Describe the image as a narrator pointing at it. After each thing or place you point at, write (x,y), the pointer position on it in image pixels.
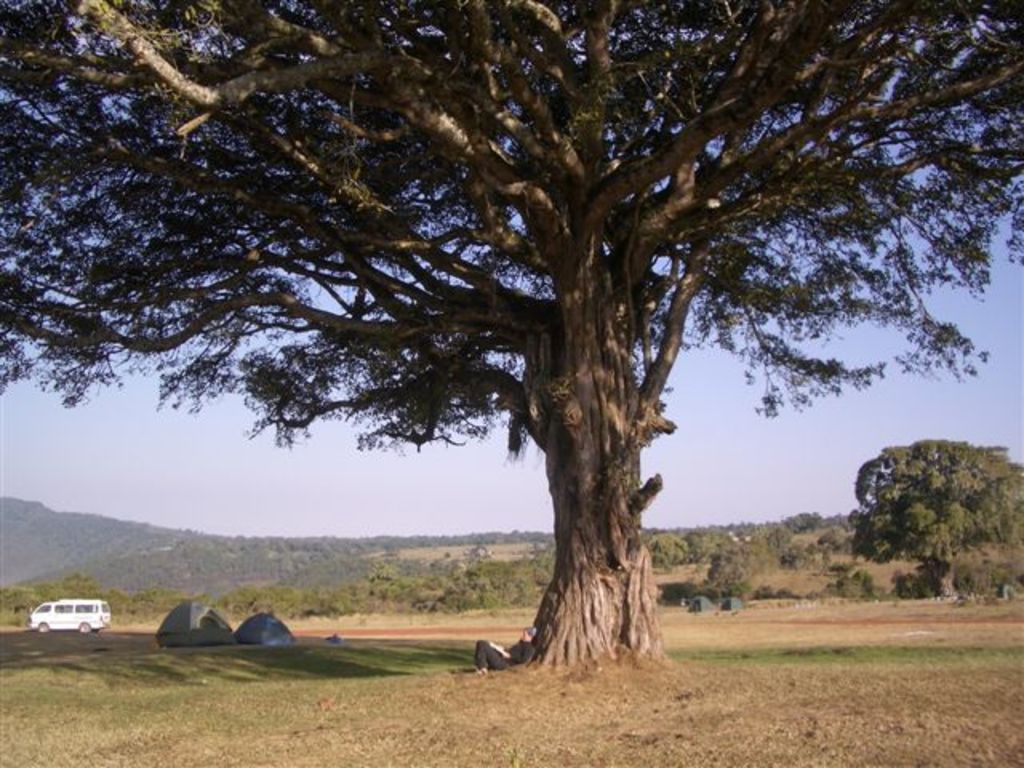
In this image I can see trees (559,648), tents (276,629) and a car (101,624) on the ground (140,626). In the background (290,574) I can see the sky (320,424) and mountains (343,552). This image is taken during a day.
